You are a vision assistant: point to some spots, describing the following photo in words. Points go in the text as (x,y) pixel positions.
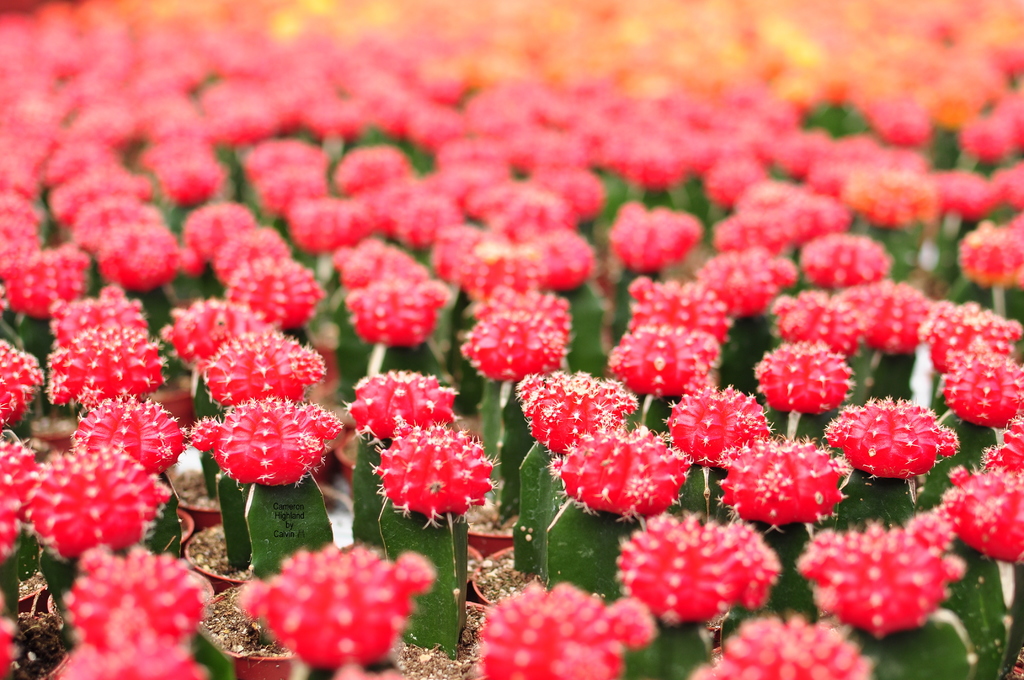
This image is taken outdoors. In this image there are many cactus plants (648,596) with pink flowers (182,310) in the pots (470,634).
